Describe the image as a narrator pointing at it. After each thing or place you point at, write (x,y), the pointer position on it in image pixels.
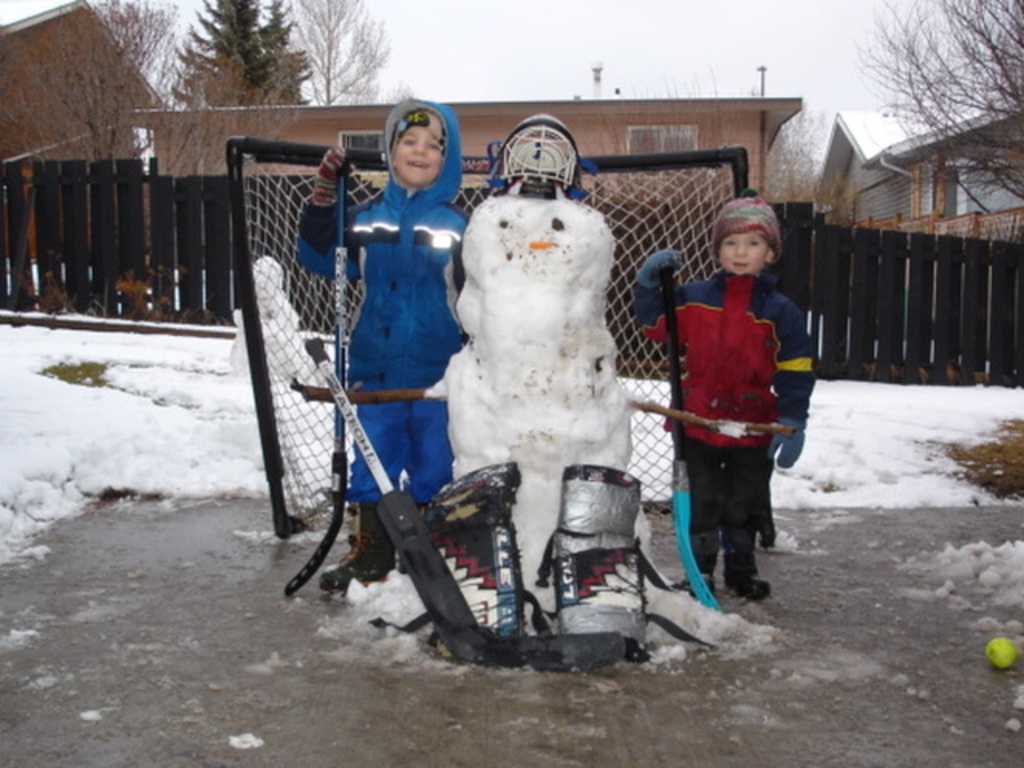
Here we can see two children (696,404) and this is an object (498,410) made with snow (586,442). This is snow (274,316) and there is a mesh (651,213). In the background (301,100) we can see a fence (164,215), houses (367,143), trees (967,72), and sky (699,28).
